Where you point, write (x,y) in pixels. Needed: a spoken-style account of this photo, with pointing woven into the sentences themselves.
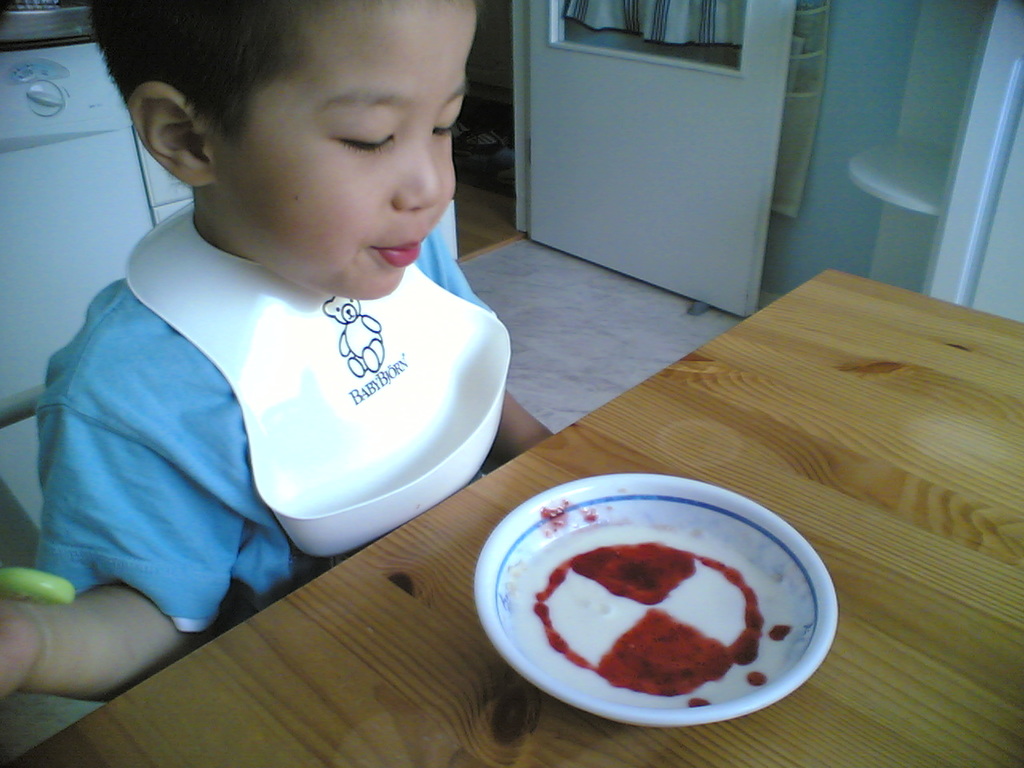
In this image there is a boy (433,16) sitting in front of table (911,611) on which we can see there is a plate (743,528) served with food (754,579), behind him there is some machine (2,105) and door (572,114) in between the wall (828,205).
